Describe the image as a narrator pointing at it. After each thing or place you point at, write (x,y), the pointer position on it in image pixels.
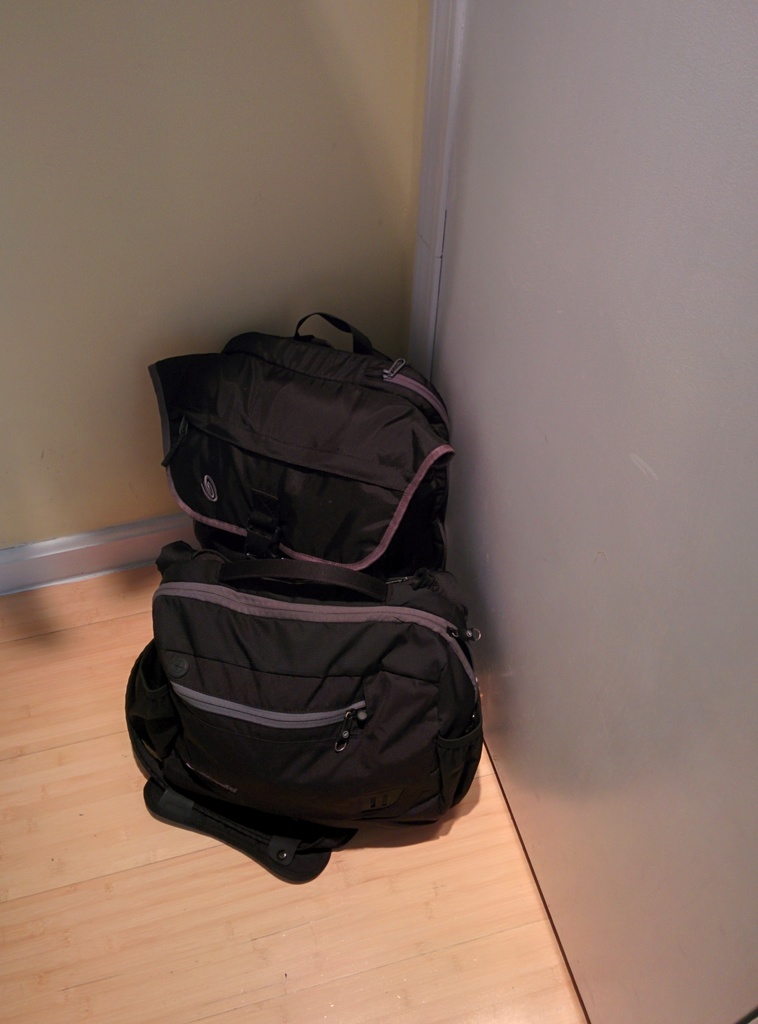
In this image there are bags (200,632), wooden floor (105,911) and walls (390,236).
